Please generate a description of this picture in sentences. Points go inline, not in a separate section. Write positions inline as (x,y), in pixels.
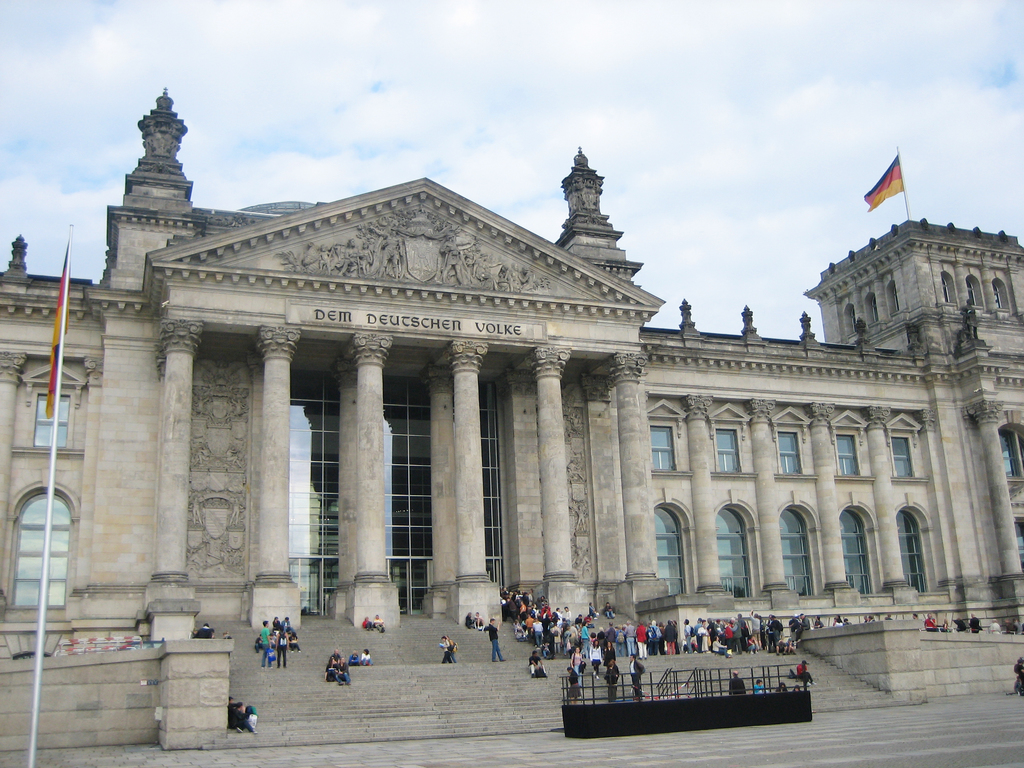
In this image we can see a building (569,497) and it is having many windows (787,469). There are two flags (899,181) in the image. There are staircases (716,658) in the image. There is a cloudy sky (951,173) in the image.
